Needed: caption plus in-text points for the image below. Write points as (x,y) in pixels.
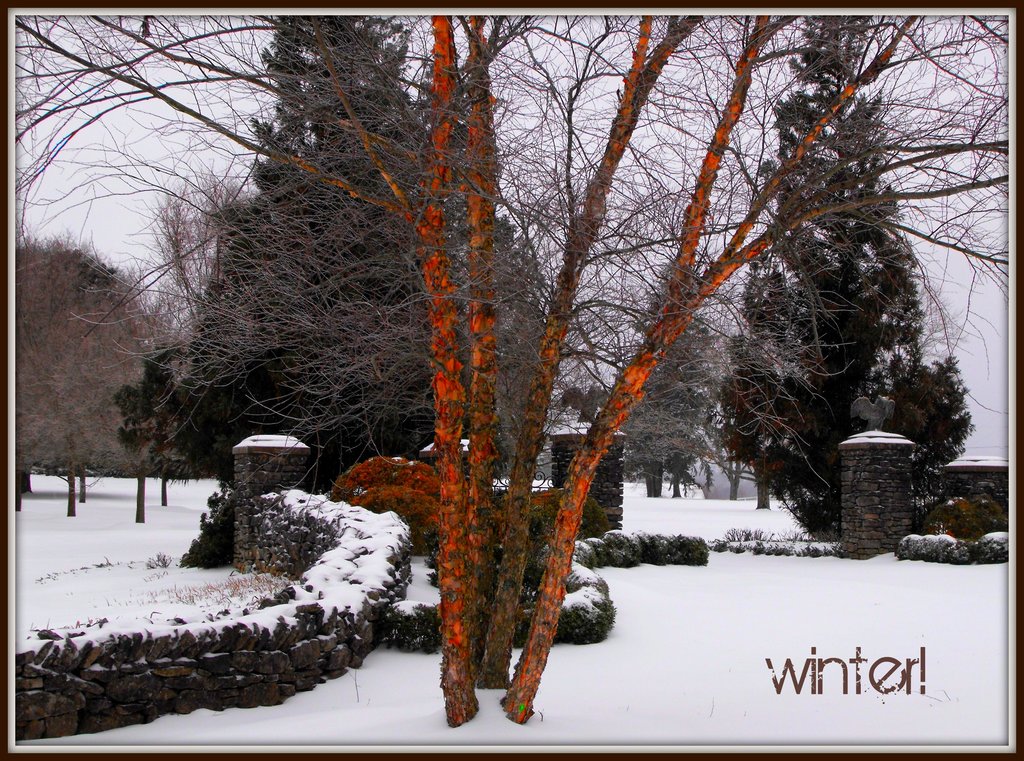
In this image we can see many trees (621,416), there is a snow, there is a wall (899,454), there is a sky (211,39).
